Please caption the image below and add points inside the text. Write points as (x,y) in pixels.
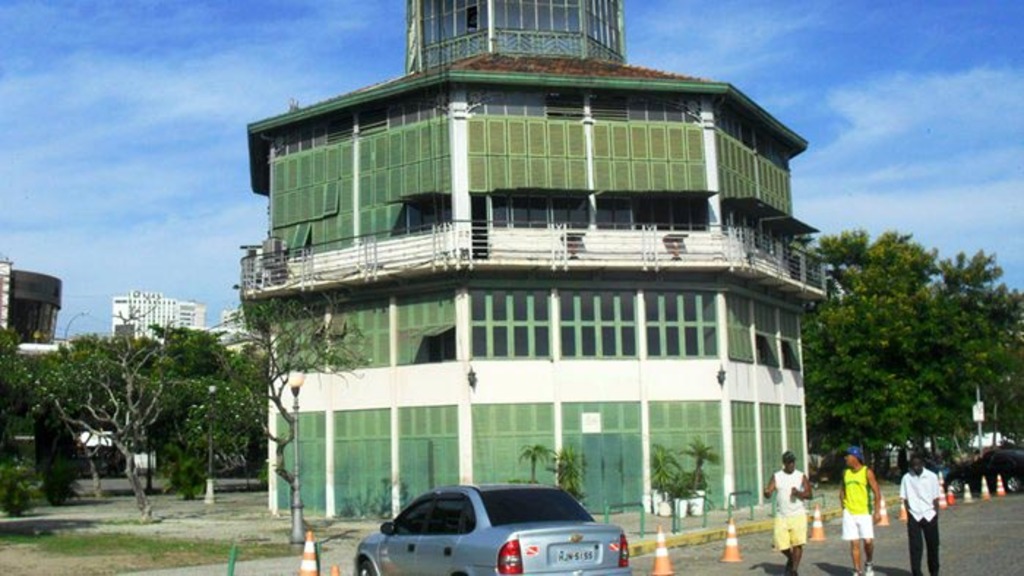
In this picture I can observe green color building (451,356) in the middle of the picture (474,335). On the right side (782,507) I can observe three members (794,503) walking on the road (968,530) and there are traffic cones (661,550) on the side of the road (647,553). In the bottom of the picture (459,538) I can observe a car (457,552). In the background (97,423) there are trees (166,382) and sky (859,91).
